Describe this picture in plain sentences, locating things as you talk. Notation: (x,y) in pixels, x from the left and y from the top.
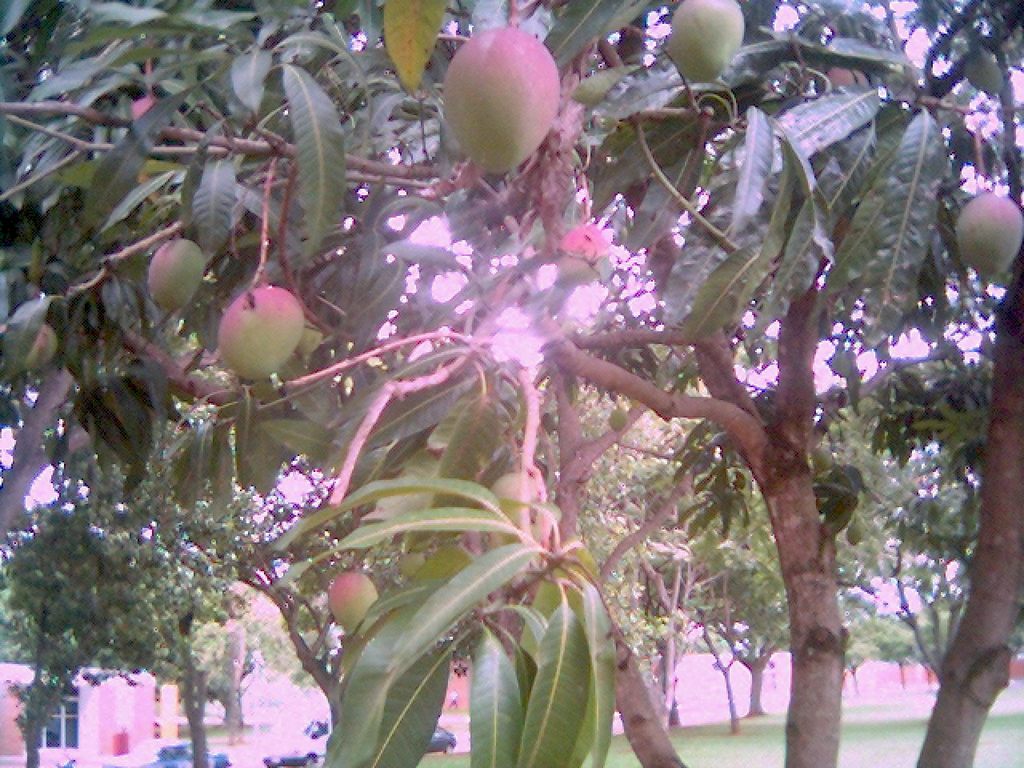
In this picture we can see some fruits (467,104) to the trees (496,507), behind we can see some houses (80,680) and trees (455,662).
